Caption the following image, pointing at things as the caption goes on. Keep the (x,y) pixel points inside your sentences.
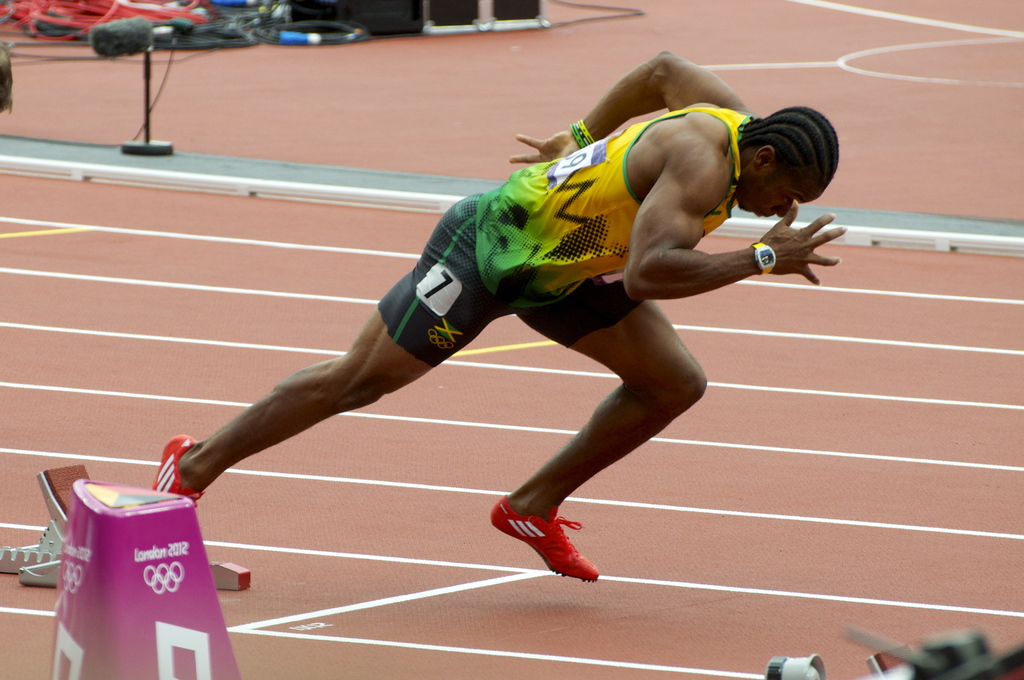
In this picture I can see there is a person (441,285) running and I can see there are cables (272,34), speakers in the backdrop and they are in a playground (248,255).
